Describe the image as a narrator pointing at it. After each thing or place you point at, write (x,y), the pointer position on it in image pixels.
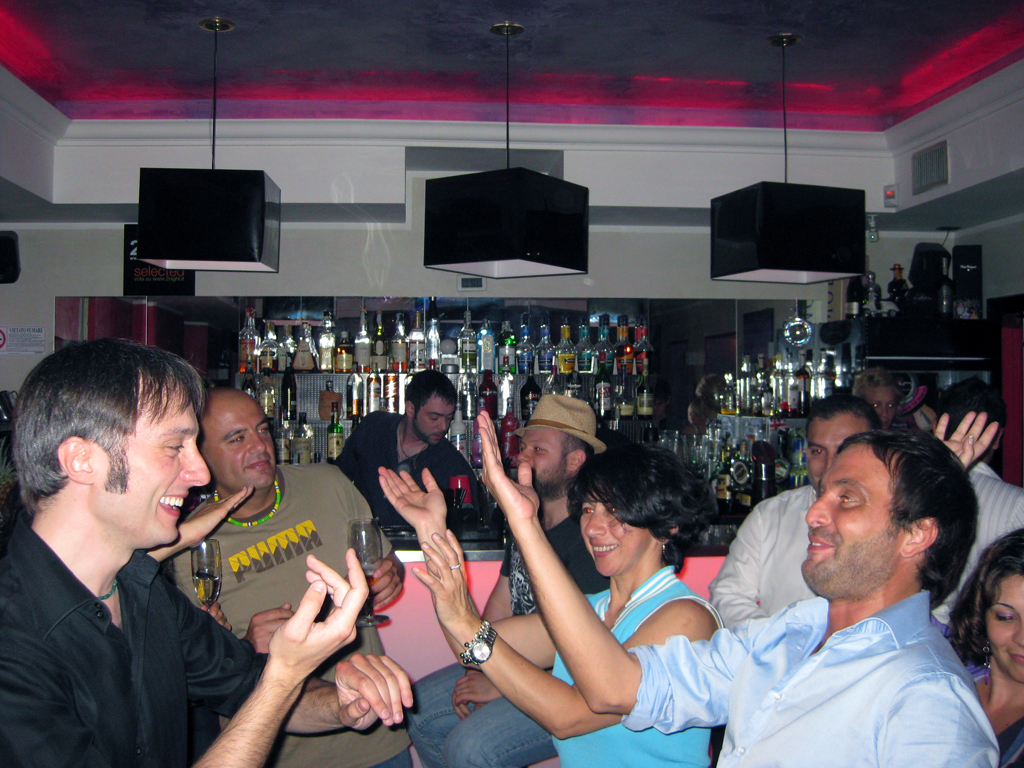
At the bottom of the image (444,690) there are people (209,693). In the background of the image (434,321) there are bottles (324,331) arranged in a rack (552,378). There is a counter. At the top of the image (313,26) there is ceiling (43,39) with lights (198,172).
